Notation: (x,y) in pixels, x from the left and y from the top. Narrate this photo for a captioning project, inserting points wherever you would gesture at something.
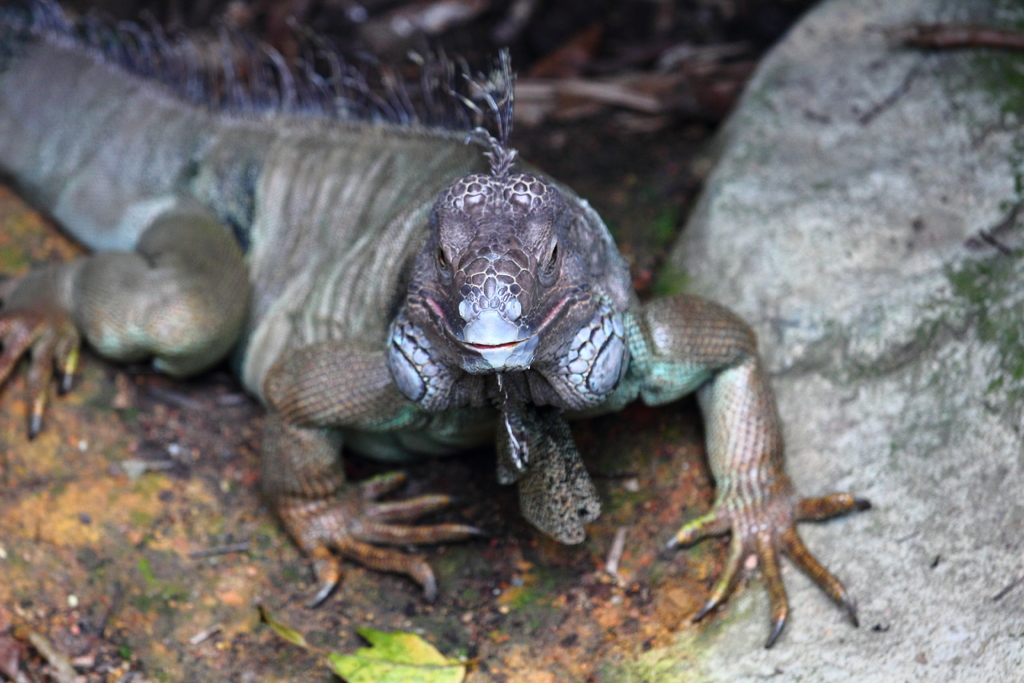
in this image I can see the reptile (464,199) which is in ash and brown color. It is on the ground (194,562). On the ground (322,636) I can see some leaves (359,651). To the side there is an ash color rock (893,204).
